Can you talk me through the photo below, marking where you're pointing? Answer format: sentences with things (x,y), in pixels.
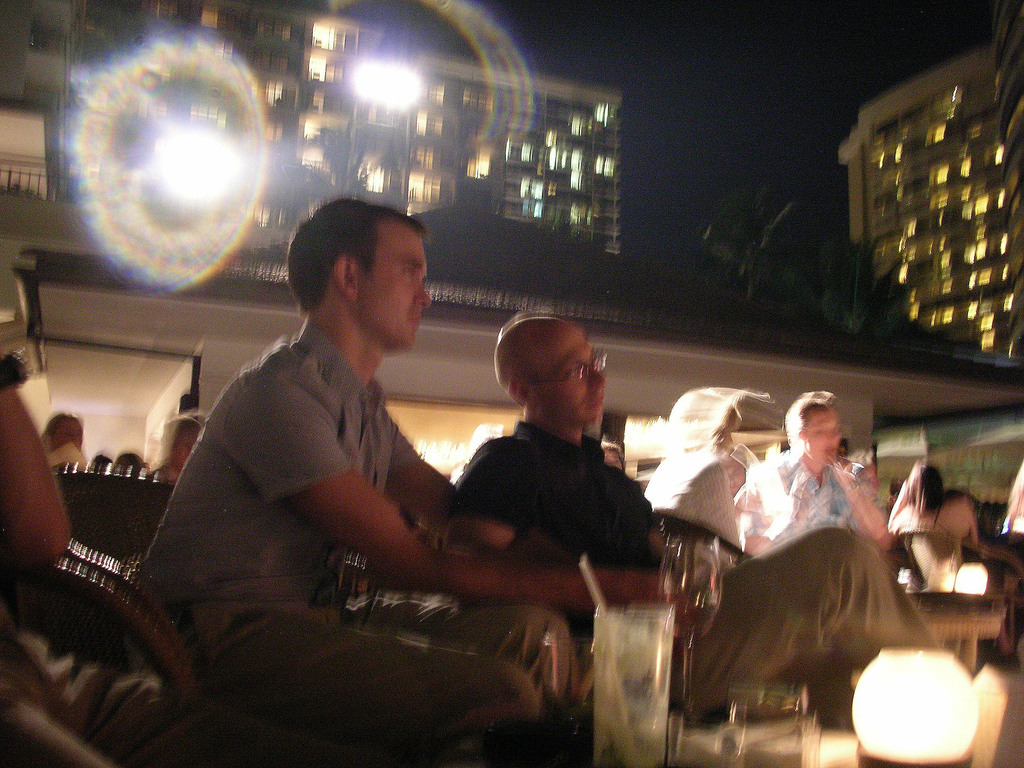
In this image few people (406,494) are sitting on the chairs (152,481). Right bottom there is a table (842,734) having a lamp (864,721), glass (745,730) and few objects (745,730) on it. Background (998,231) there are few buildings (943,255).
